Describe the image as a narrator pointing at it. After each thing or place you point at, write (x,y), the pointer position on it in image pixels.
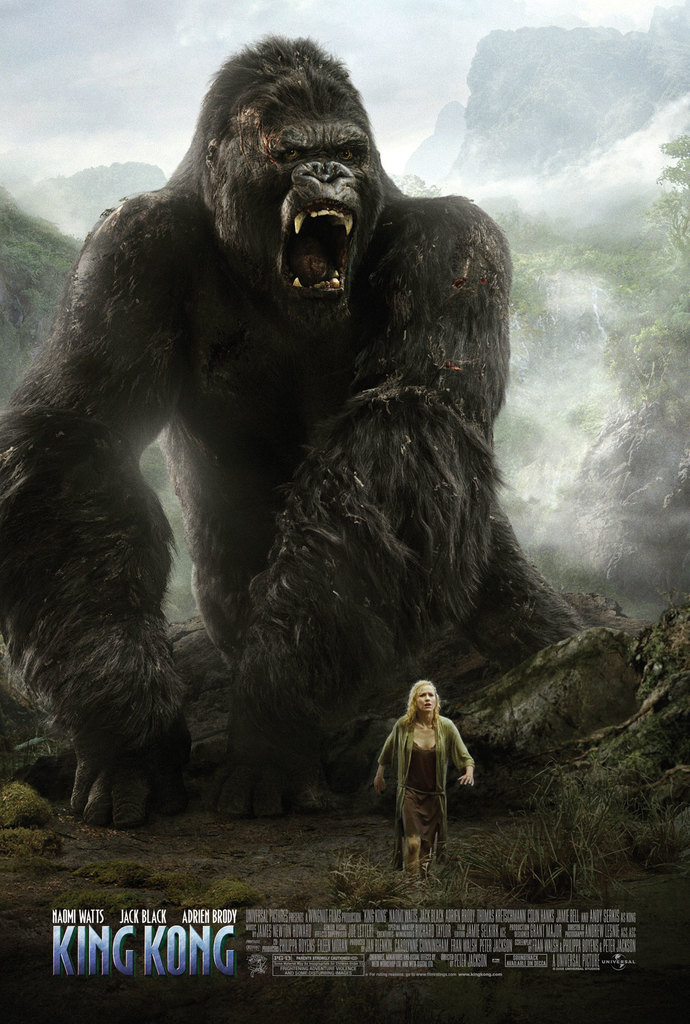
This image is a movie poster in which there is a gorilla (338,521). There is a woman (435,711).
